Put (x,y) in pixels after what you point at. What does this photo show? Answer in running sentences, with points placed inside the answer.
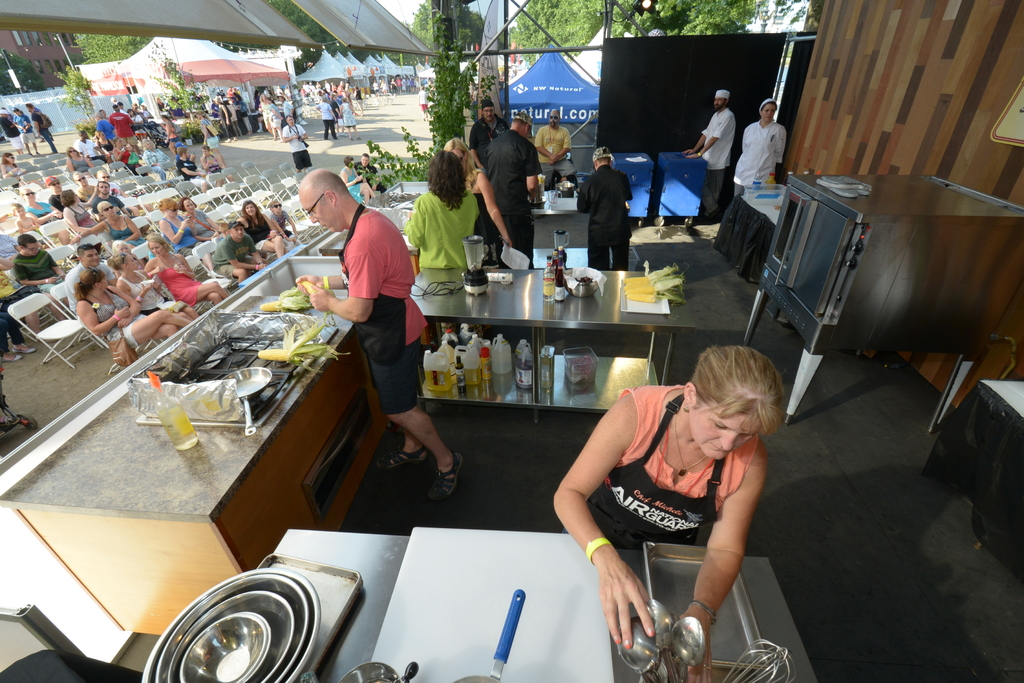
In this image, we can see persons (675,504) in front of tables (319,399). There are bottles (454,345) in the middle of the image (517,347). There are dishes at the bottom of the image (514,638). There are some persons (178,222) on the left side of the image (207,232) wearing clothes (111,298) and sitting on chairs (241,202). There are tents (269,67) in the top left of the image (208,71). There are some trees (589,13) at the top of the image (716,26). There is a micro oven (929,251) on the right side of the image (926,310).
